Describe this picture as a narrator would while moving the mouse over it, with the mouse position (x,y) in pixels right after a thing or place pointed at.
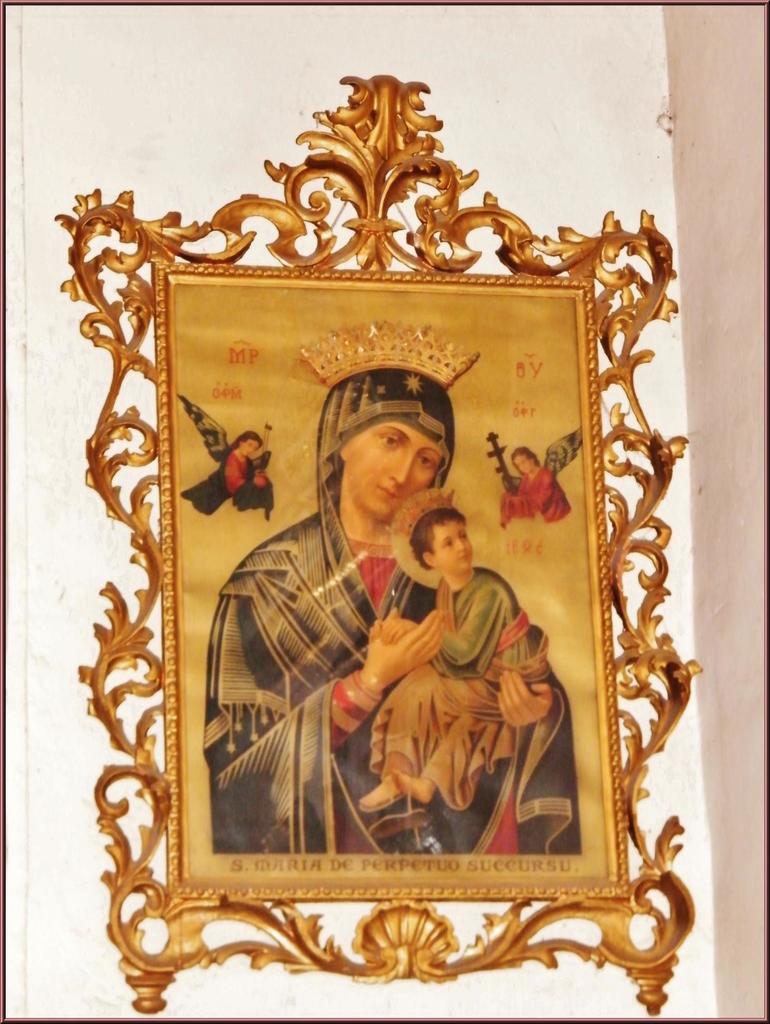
Here in this picture we can see a portrait (272,417) present on a wall (212,102).
